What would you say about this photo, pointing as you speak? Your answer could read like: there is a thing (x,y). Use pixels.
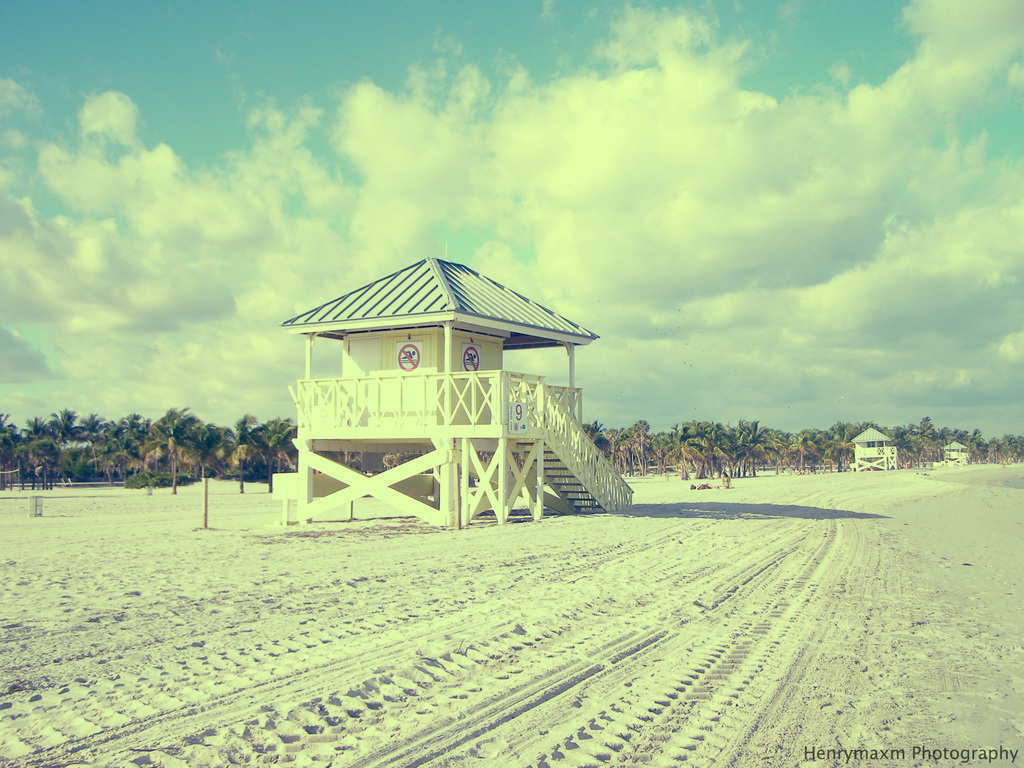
In the picture we can see a white color sand (831,707) and some tire marks (600,749) with lines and some far from it, we can see a hut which are cream in color and behind it, we can see trees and in the background (908,253) we can see a sky (727,207) with clouds (483,209).
